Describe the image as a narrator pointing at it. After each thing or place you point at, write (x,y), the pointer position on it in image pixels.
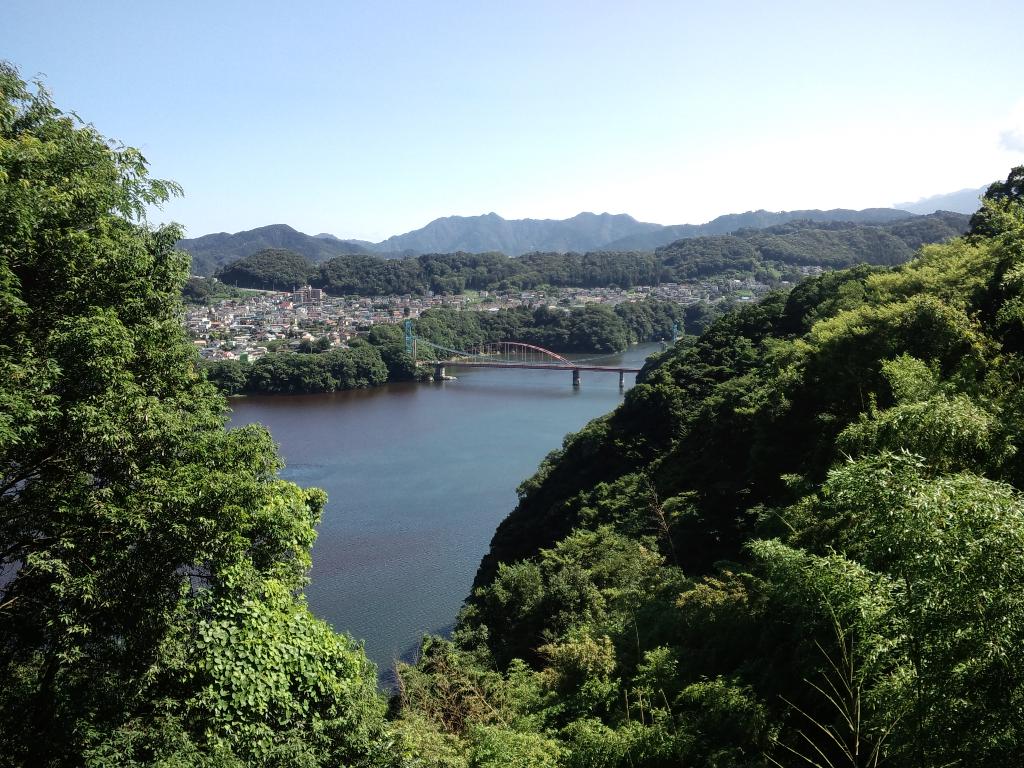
Here we can see trees (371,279). Above this water (396,574) there is a bridge (558,357). Far there are buildings (303,308) and trees (467,343).
